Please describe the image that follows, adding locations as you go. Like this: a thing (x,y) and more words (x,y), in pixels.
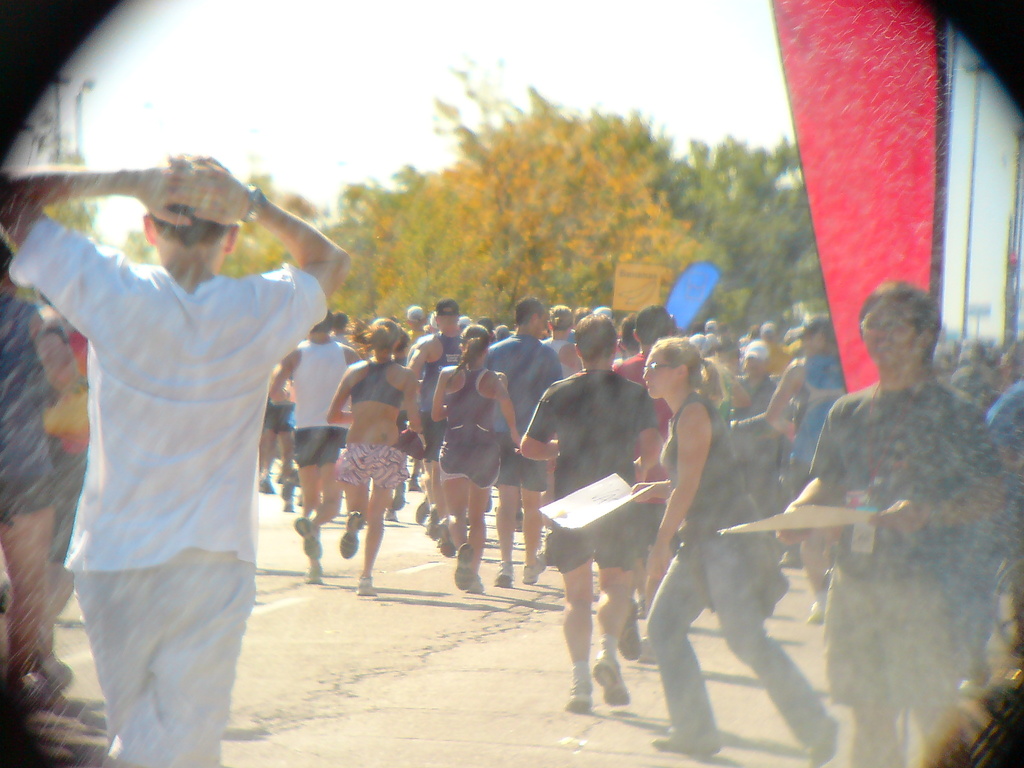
In the center of the image (419,459) we can see people (490,480) running and some of them are walking. In the background (498,266) there are trees (430,207) and sky (432,107).
